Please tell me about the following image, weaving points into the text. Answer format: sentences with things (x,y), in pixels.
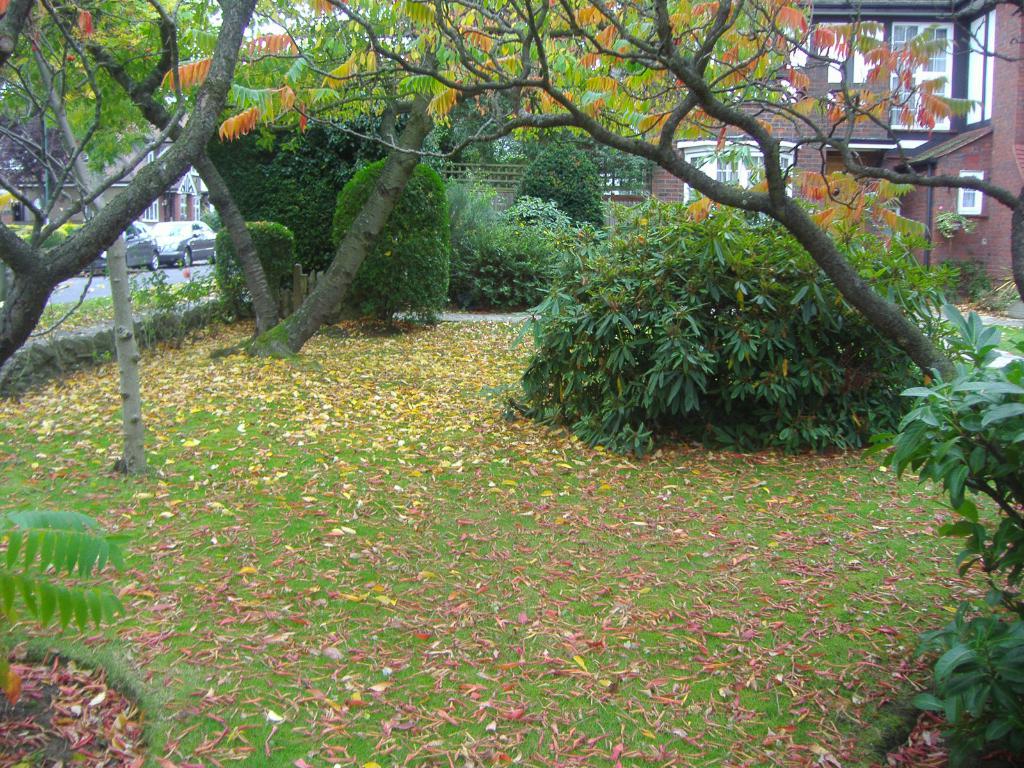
In this image we can see trees (505,104) and bushes (554,330). On the ground (323,503) there are dried leaves (499,563). In the back (108,164) there are buildings (739,133) with windows (947,59). Also there are vehicles (157,248).
